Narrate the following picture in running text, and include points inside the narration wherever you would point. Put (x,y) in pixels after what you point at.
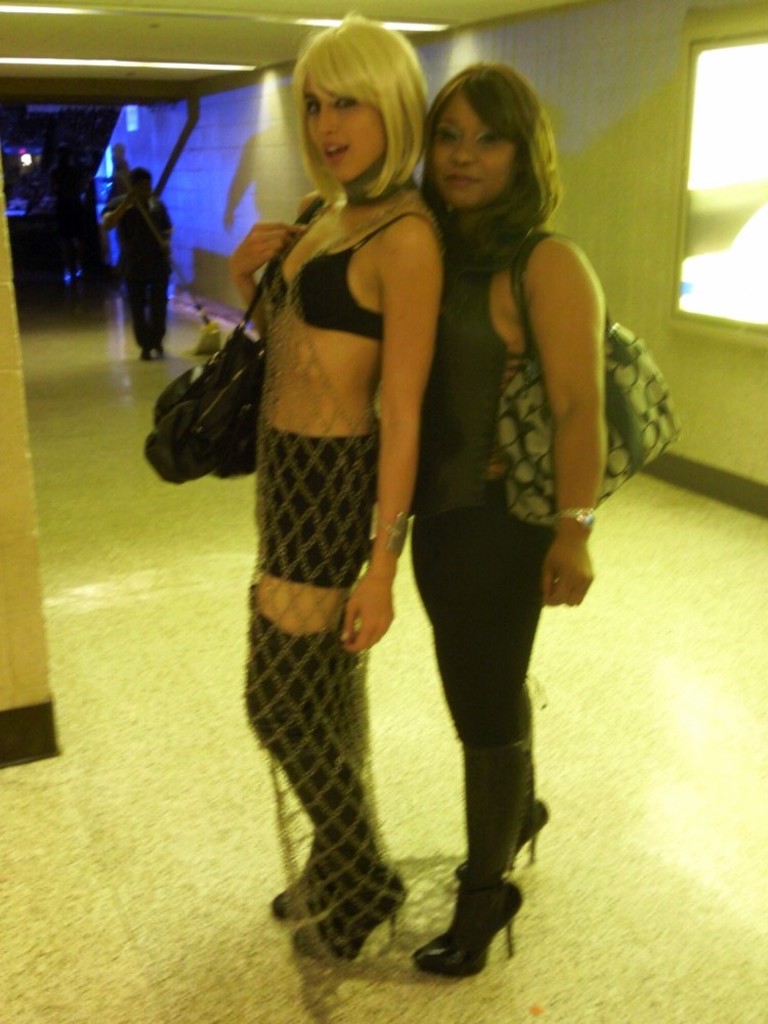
In this picture there are two girls (516,699) in the center of the image (284,518) and there is a window (767,246) on the right side of the image (745,257), there are other people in the background area of the image (133,153) and there is a roof (145,76) at the top side of the image (218,69).
